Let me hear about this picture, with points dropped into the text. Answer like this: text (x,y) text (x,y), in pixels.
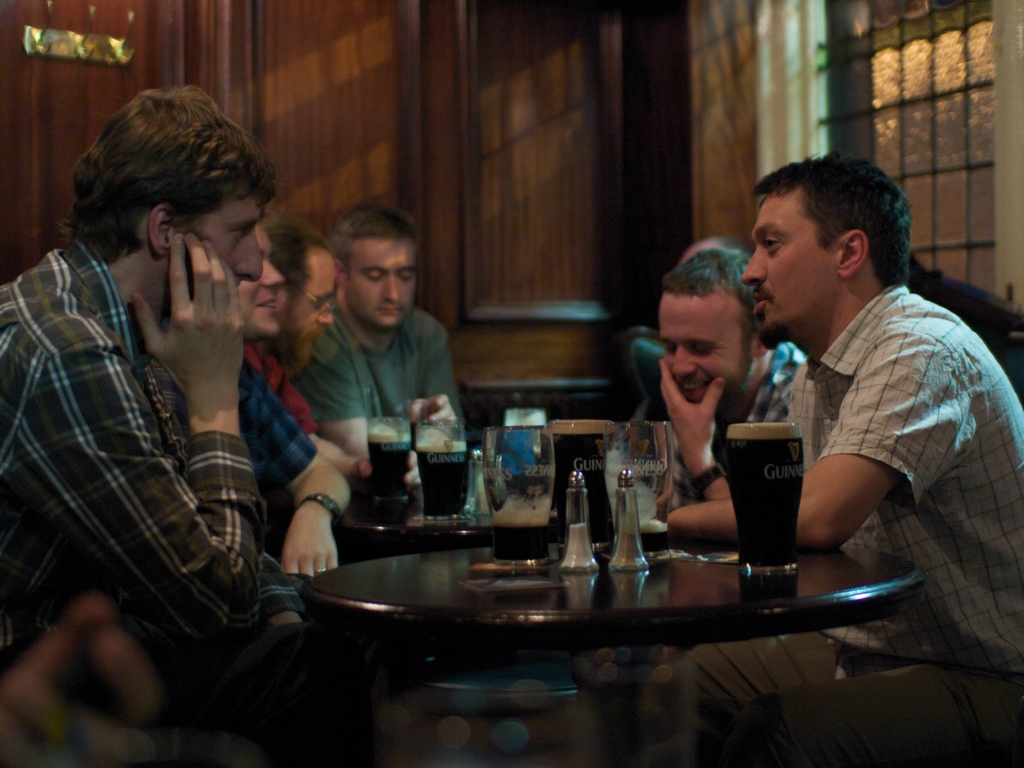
In the picture we can find the people (208,129) sitting on the chairs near the table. And on the table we can find glasses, jars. In the background (523,293) we can find wooden frame cupboard (501,254) beside to it there is a window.
